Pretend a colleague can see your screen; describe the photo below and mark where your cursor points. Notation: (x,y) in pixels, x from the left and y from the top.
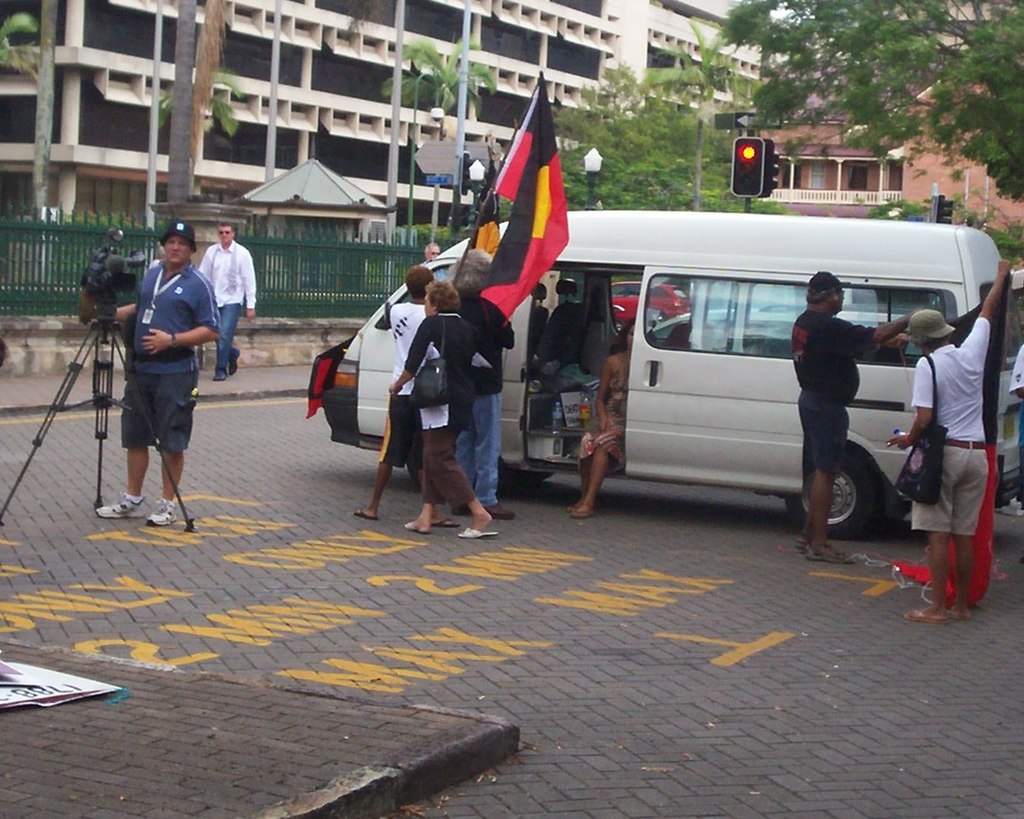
In this image in the middle (558,373), there is a vehicle (636,368), in side that there is a woman (624,365), bottles (587,416), and some other items (568,391). On the right (973,410) there is a man (959,420), he wears a t shirt (962,408), shorts (952,512), cap (933,335). In the middle (483,404) there are people (461,409), flags (527,191). On the left (164,359) there is a man (165,328), he wears a t shirt (161,326), cap (178,235), he is holding a camera (127,279), behind him there is a man (221,278), he wears a shirt (236,283), trouser (233,349), he is walking. At the bottom (681,676) there is road (643,625). In the background (753,160) there are buildings (346,114), signals (739,173), lights (595,165), fence (349,247).
